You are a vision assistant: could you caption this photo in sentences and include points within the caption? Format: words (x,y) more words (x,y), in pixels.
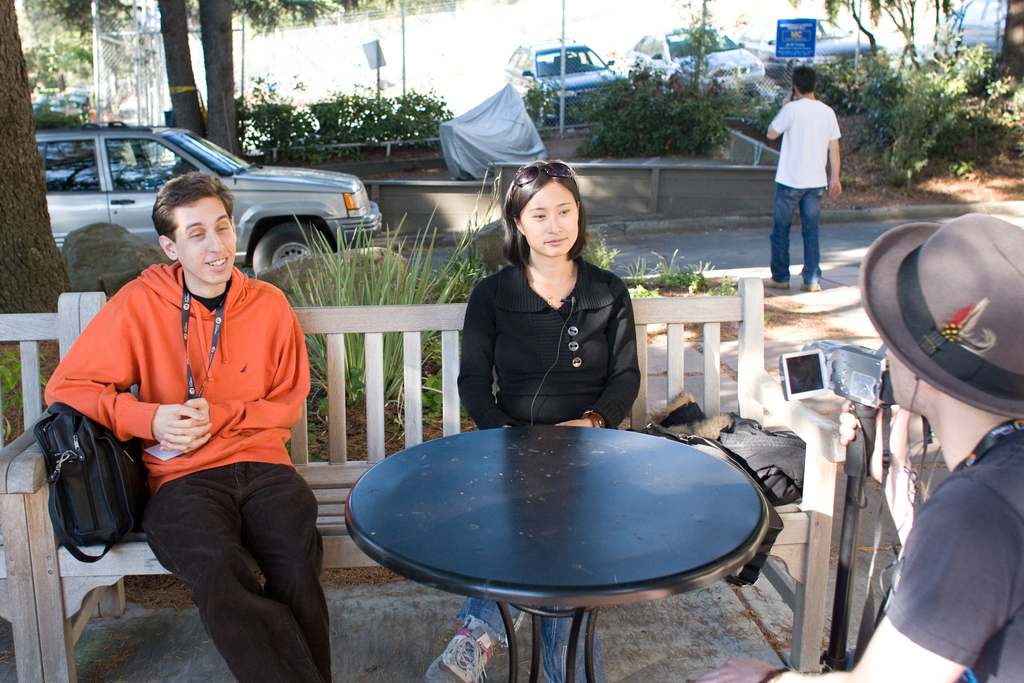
In this picture there are two people (187,371) sitting on a wooden chair (341,444) and a black table (455,543) in front of them and a guy (881,623) who is catching a camera (810,368) is clicking them. In the background (822,122) we observe a car (305,176) and a man (788,104) standing on the road (822,253), there are also few cars (744,66) and plants (881,97) in the background (384,117).
